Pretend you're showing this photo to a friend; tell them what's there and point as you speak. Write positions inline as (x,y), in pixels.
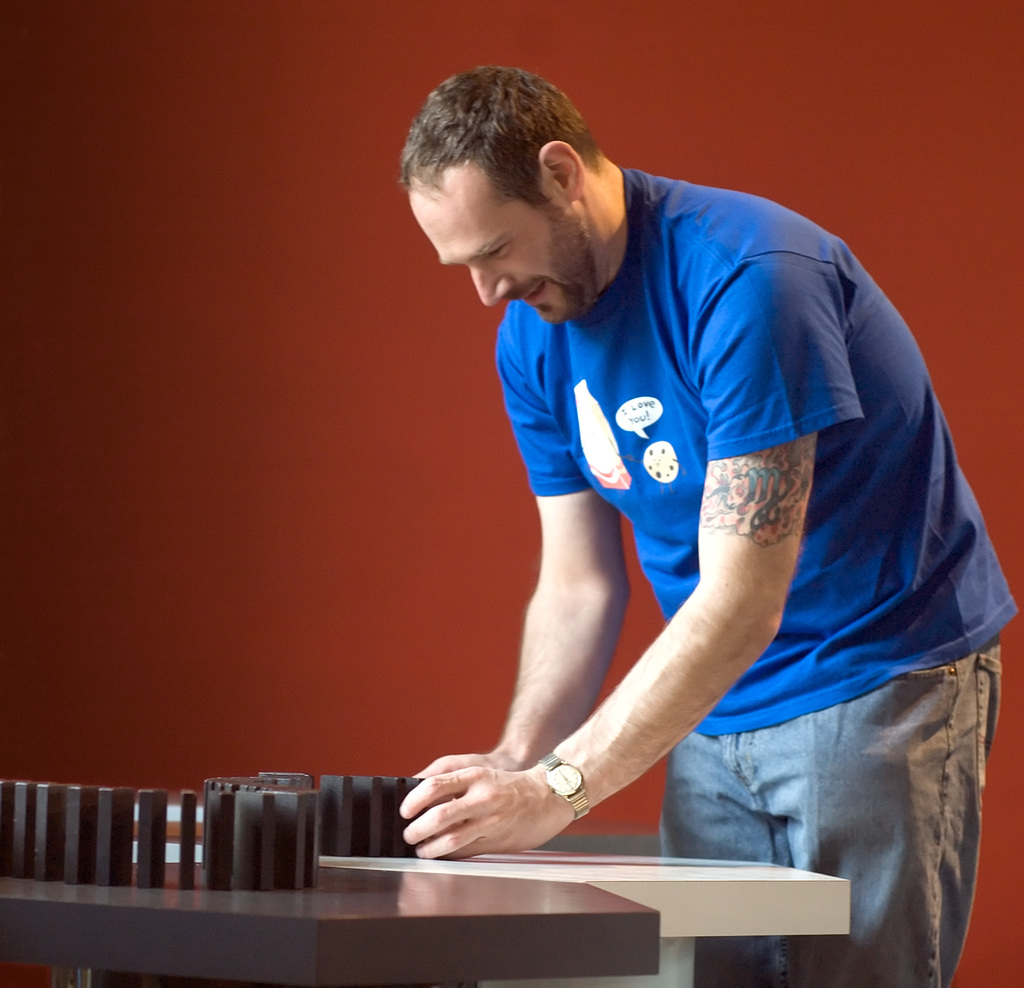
In this image there is one person (682,492) standing, and he is doing something in front of him there is a table (188,922) and objects (107,838) and there is a color background (393,353).
